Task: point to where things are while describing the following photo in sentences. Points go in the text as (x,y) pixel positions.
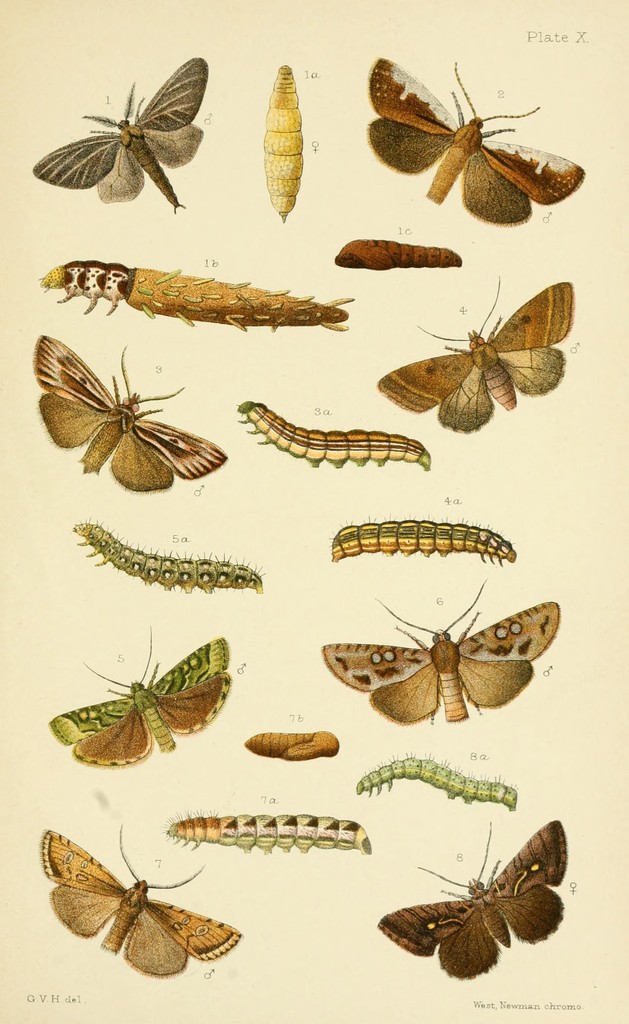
In this picture I can see there are some caterpillars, insects (393,535), butterflies (371,673). This is a page (121,720) and those are diagrams (192,927).
